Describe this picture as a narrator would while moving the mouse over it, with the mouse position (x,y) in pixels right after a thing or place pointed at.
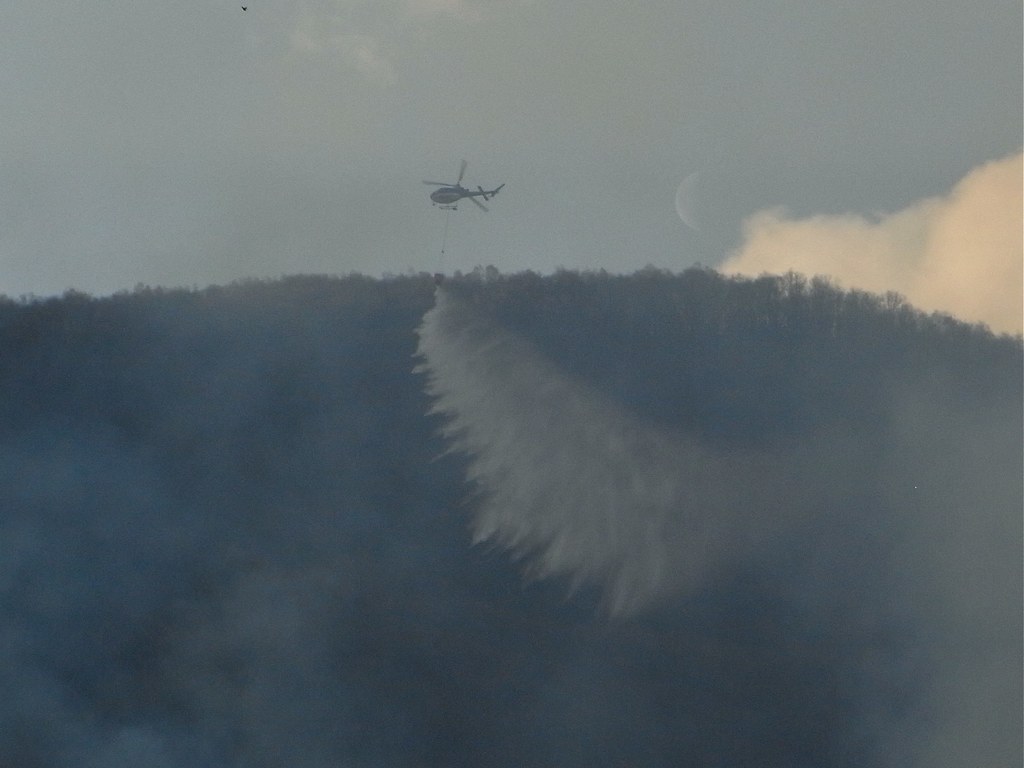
In this image, in the middle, we can see a helicopter (462,193) which is in the air (530,190). In the background (379,17), we can see a sky (607,205) which is a bit cloudy, at the bottom (554,545), we can see black color and some smoke (582,404).
